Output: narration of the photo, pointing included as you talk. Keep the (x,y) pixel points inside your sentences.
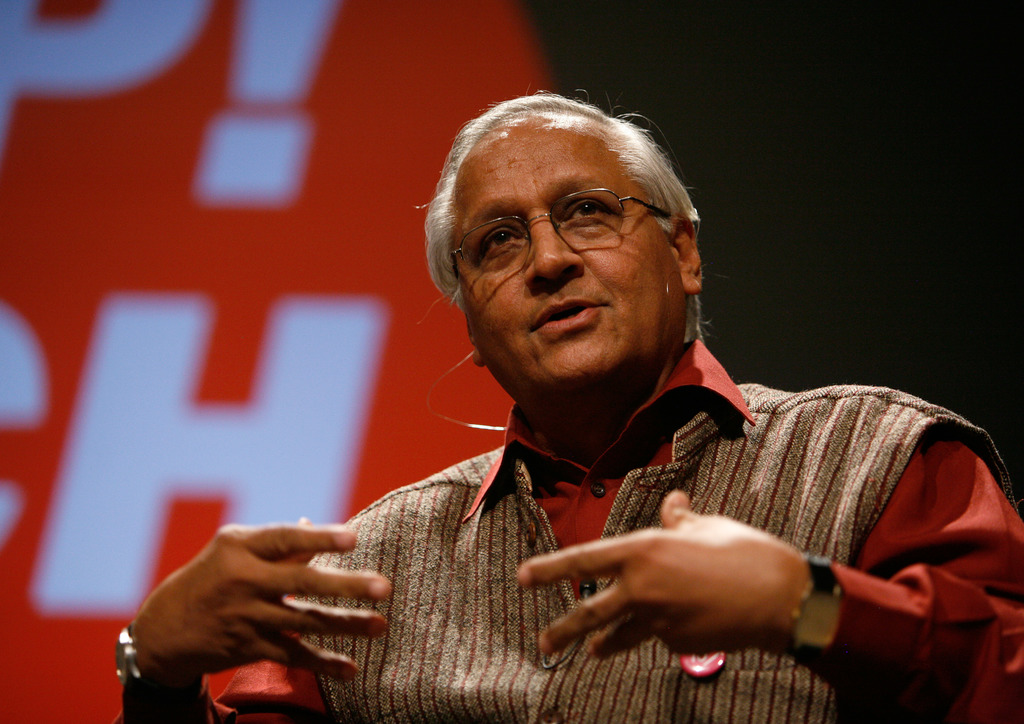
In this image, I can see a person (572,558), poster (315,445) and a dark color. This image is taken, maybe during night.
